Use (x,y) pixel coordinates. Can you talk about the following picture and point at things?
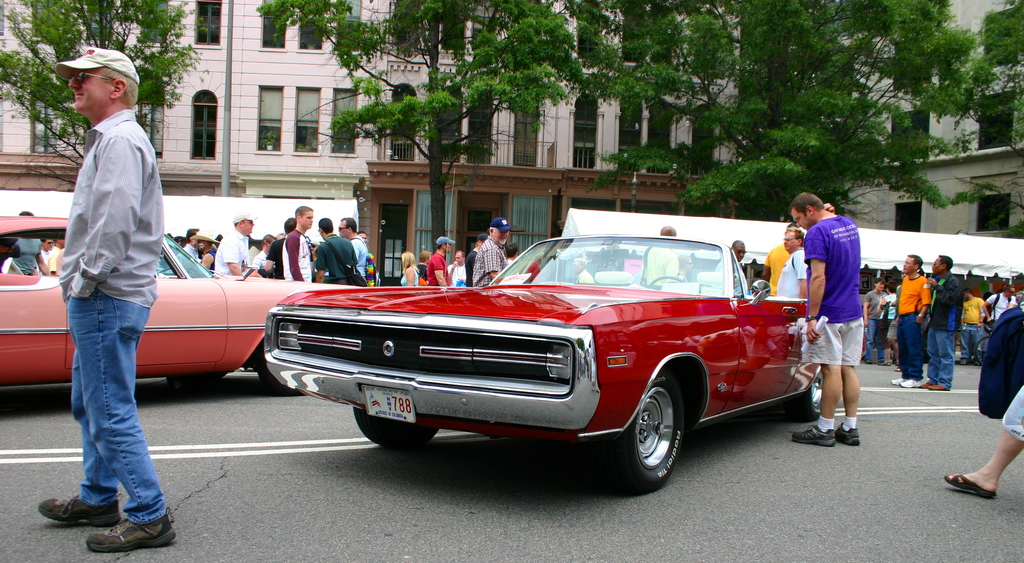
As we can see in the image there are group of people (987,482), cars (622,363), trees (440,175), tent (908,245), buildings (375,164) and windows (317,112).
